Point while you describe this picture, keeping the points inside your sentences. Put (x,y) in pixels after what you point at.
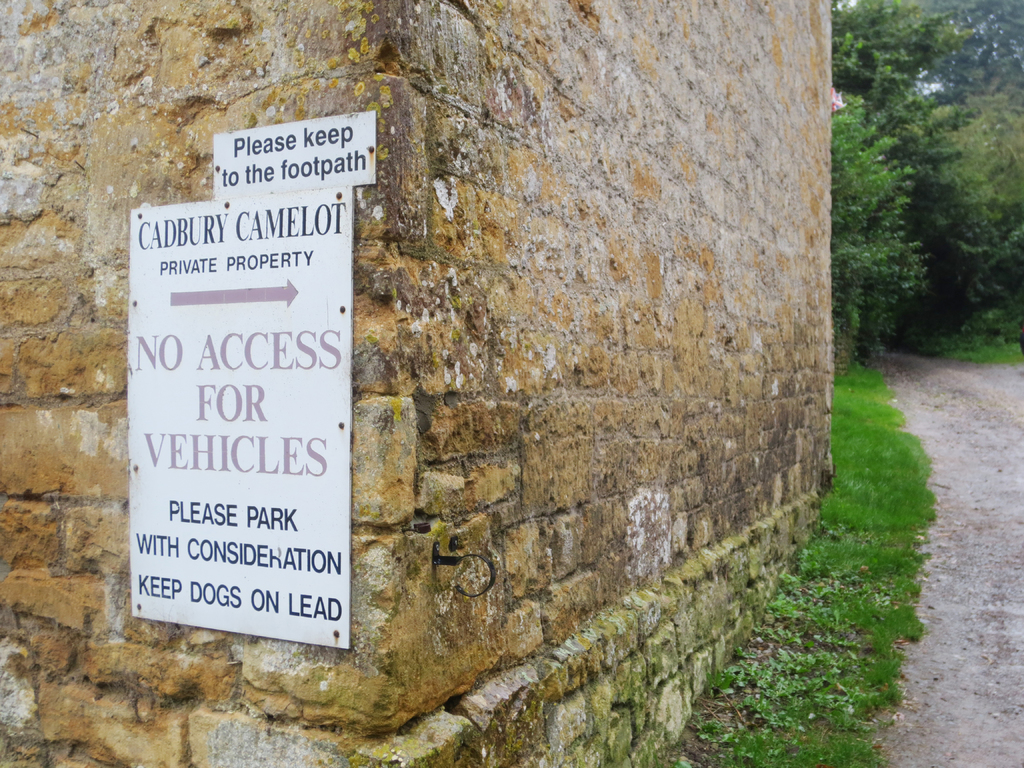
In this image there is a wall (423,268) and we can see a board (279,519) placed on the wall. On the right (931,259) there are trees (895,228). At the bottom (925,703) we can see a walkway (917,672).
